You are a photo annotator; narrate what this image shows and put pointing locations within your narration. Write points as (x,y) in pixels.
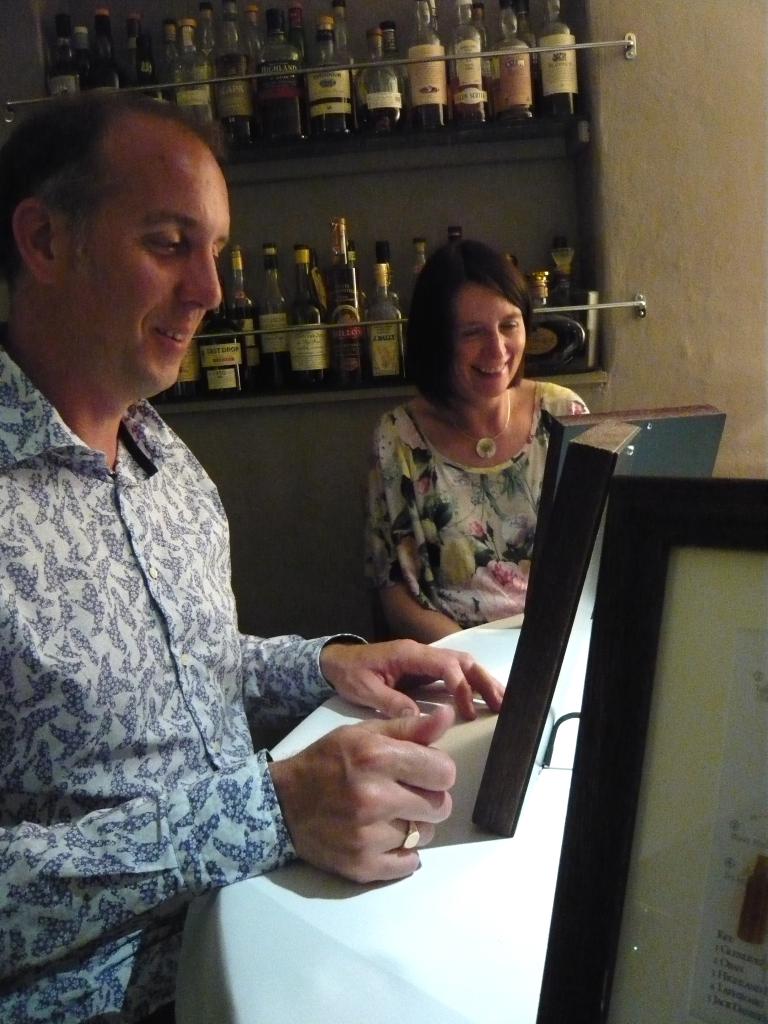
A man (440,712) and woman (369,579) are at the table (460,650) looking at the frames (654,705). Behind them there are wine bottles (321,265).
